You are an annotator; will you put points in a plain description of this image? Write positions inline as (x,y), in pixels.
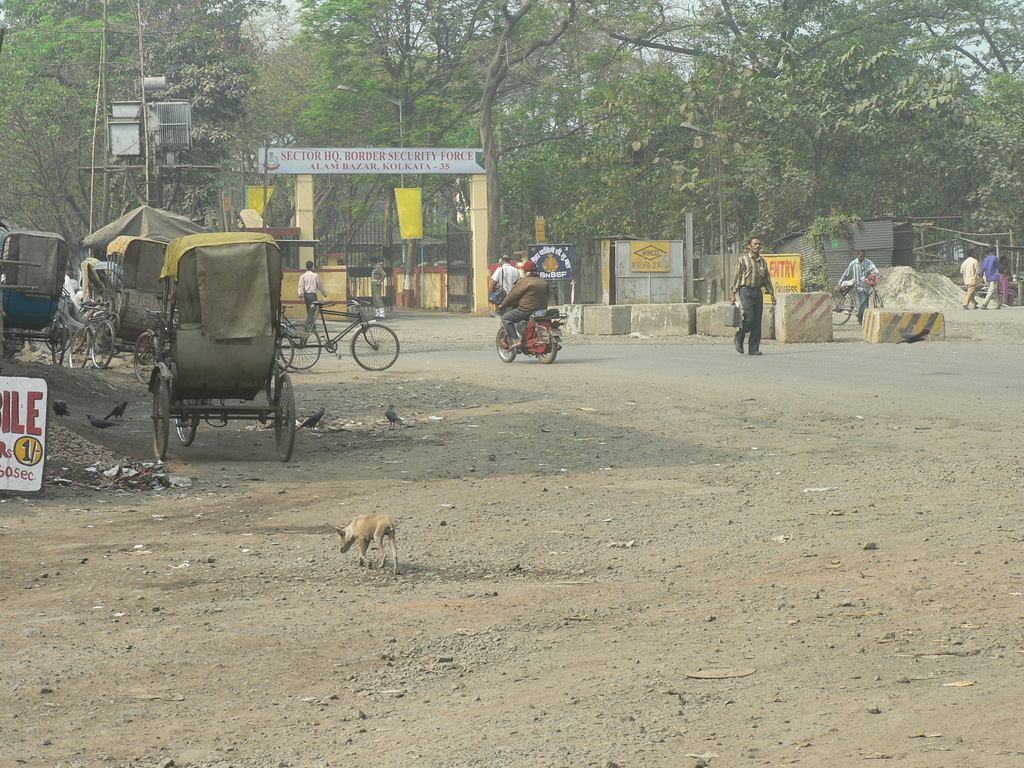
In the image there are rickshaws (212,299) on the left side (201,318), on the right side (769,294) there are few people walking and few people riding bikes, in the back (770,204) there are trees (382,111) behind the arch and a transformer (162,103) on the left side (161,100).
